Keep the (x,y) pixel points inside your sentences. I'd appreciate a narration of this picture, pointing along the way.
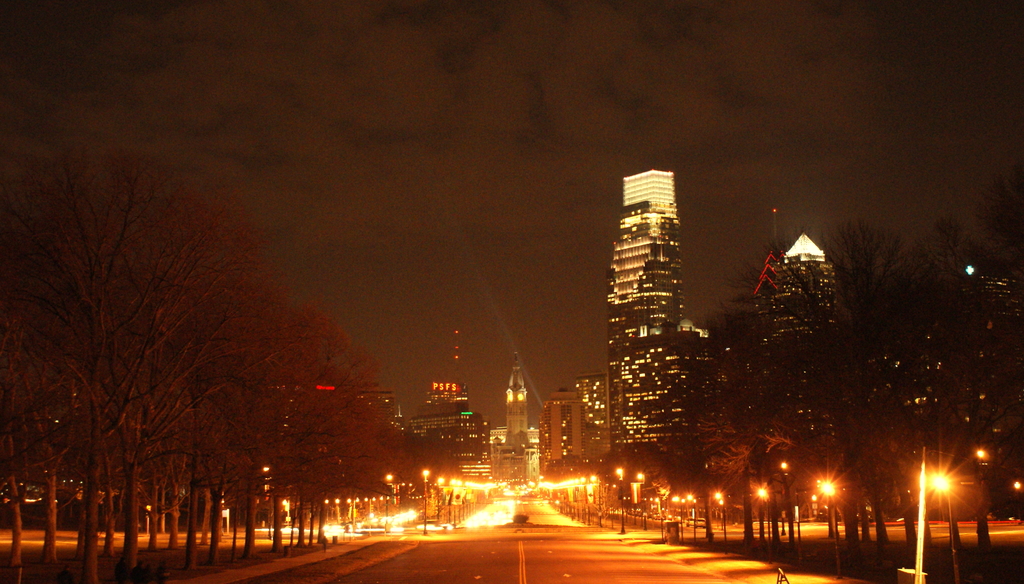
In this picture we can see road (519,536), lights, poles (920,524) and trees (727,477). In the background of the image (486,422) we can see the sky (478,165) and buildings (644,207).
